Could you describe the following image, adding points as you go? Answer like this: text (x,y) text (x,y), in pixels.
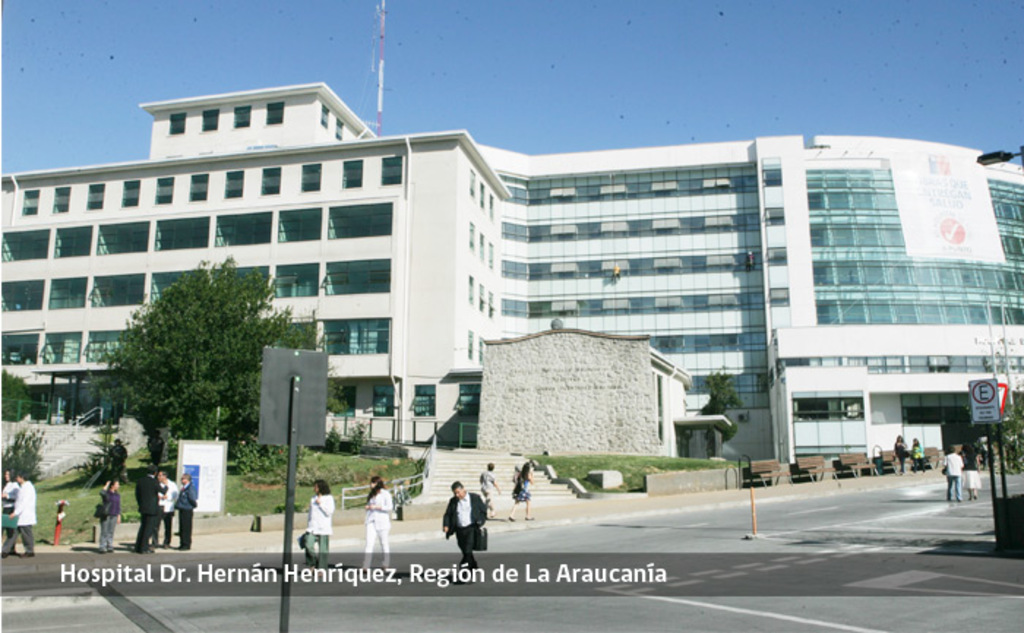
In this image we can see a road (780,521). There are many people (383,510). And there are boards (306,430) with poles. On the side of the road (938,515) there are benches (823,458). Also there are trees (212,305). And there is a building (342,247) with windows (672,271) and steps (487,453) with railings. On the building (874,236) there is a board (919,230) with something written. In the background (473,82) there is sky (213,65). At the bottom of the image (308,563) something is written.
